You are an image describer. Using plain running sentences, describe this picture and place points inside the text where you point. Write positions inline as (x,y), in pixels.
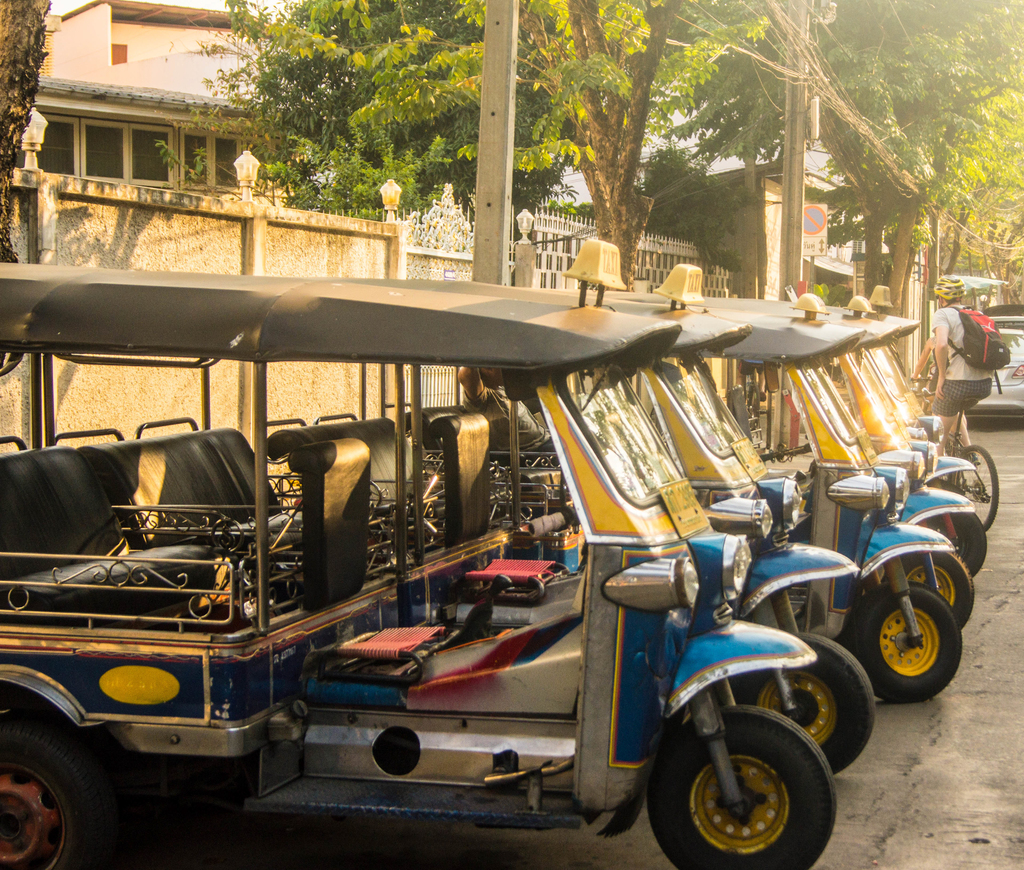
In this image, I can see auto rickshaws (784,803), which are parked on the road (990,438). On the right corner of the image (977,407), there is a car (997,416) and a person (965,377) sitting on a bicycle (959,438). In the background (191,141), I can see a building (134,169) with windows (145,134), lights (529,220), gate (538,235), trees (700,121) and poles (793,107) with wires (808,72).
